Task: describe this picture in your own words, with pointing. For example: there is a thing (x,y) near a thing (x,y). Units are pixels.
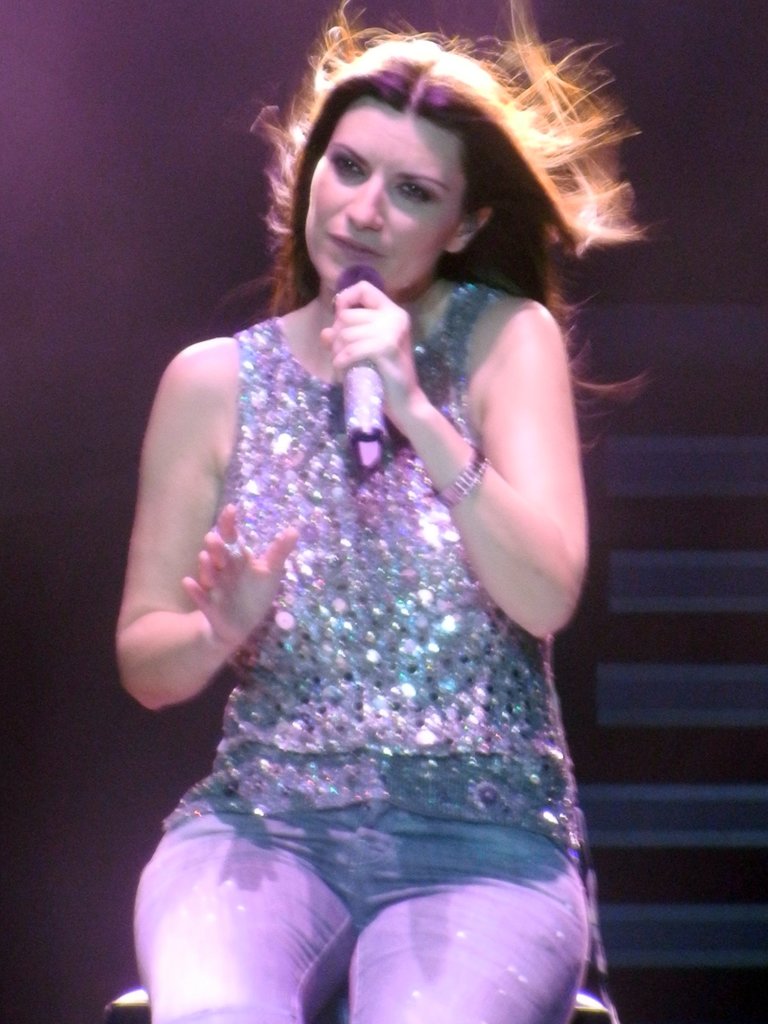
In the middle of the image (456,393) a woman (390,409) is sitting and holding a microphone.
